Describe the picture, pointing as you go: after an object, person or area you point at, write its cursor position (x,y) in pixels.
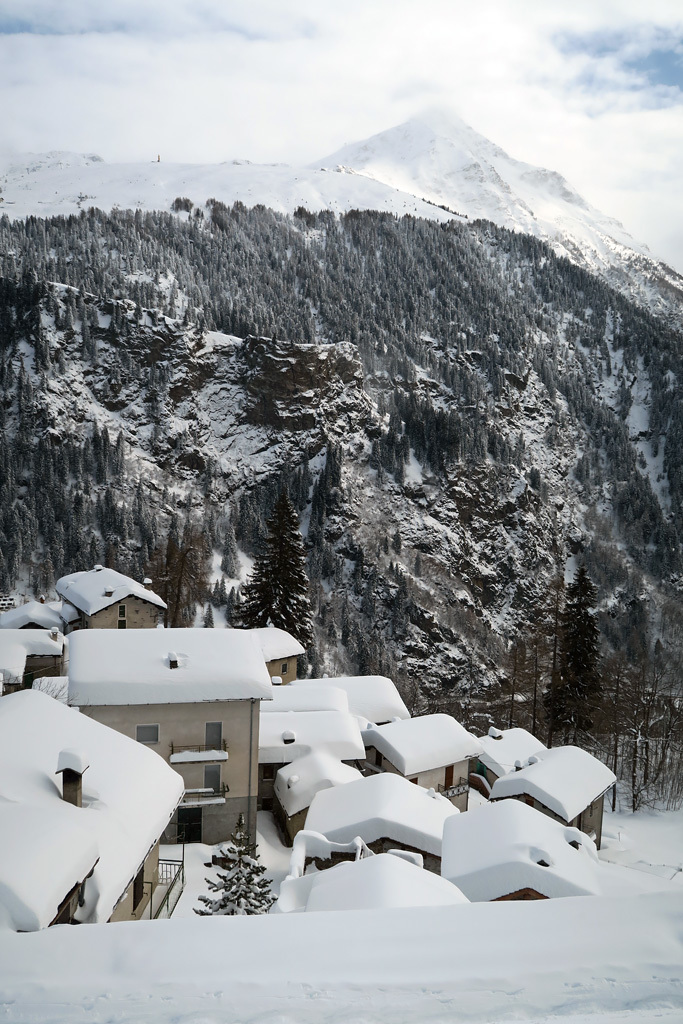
This image is taken outdoors. At the bottom of the image (325,957) there is snow (264,969) on the ground (264,969). At the top of the image (208,60) there is the sky (594,94) with clouds (597,132). In the background (438,532) there are many hills (360,342). There are many trees (582,702) covered with snow (429,319). In the middle of the image (250,651) there are a few houses (503,857) covered with snow (130,765).
